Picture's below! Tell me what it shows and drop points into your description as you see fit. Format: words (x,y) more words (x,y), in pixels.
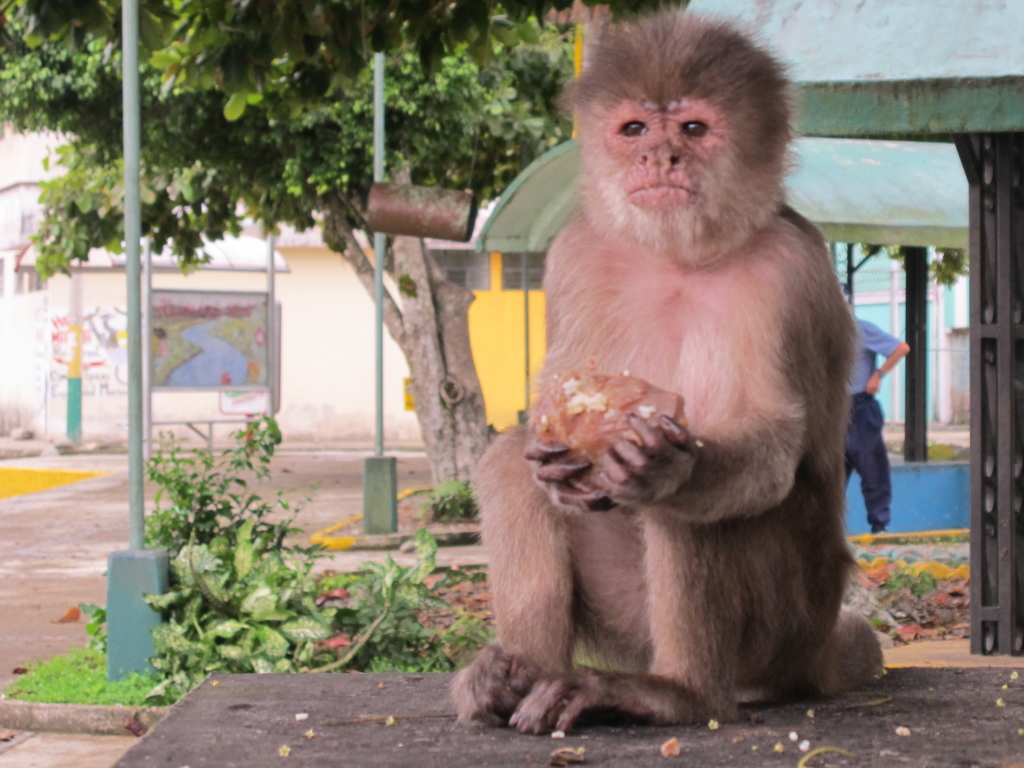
In this image we can see a monkey (834,657) in the foreground (819,282) and at the back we can see a person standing and on the left side (263,456) we can see some plants (433,606) and at the back (183,39) we can see some trees (426,451) and there are some poles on the left side (124,80).
